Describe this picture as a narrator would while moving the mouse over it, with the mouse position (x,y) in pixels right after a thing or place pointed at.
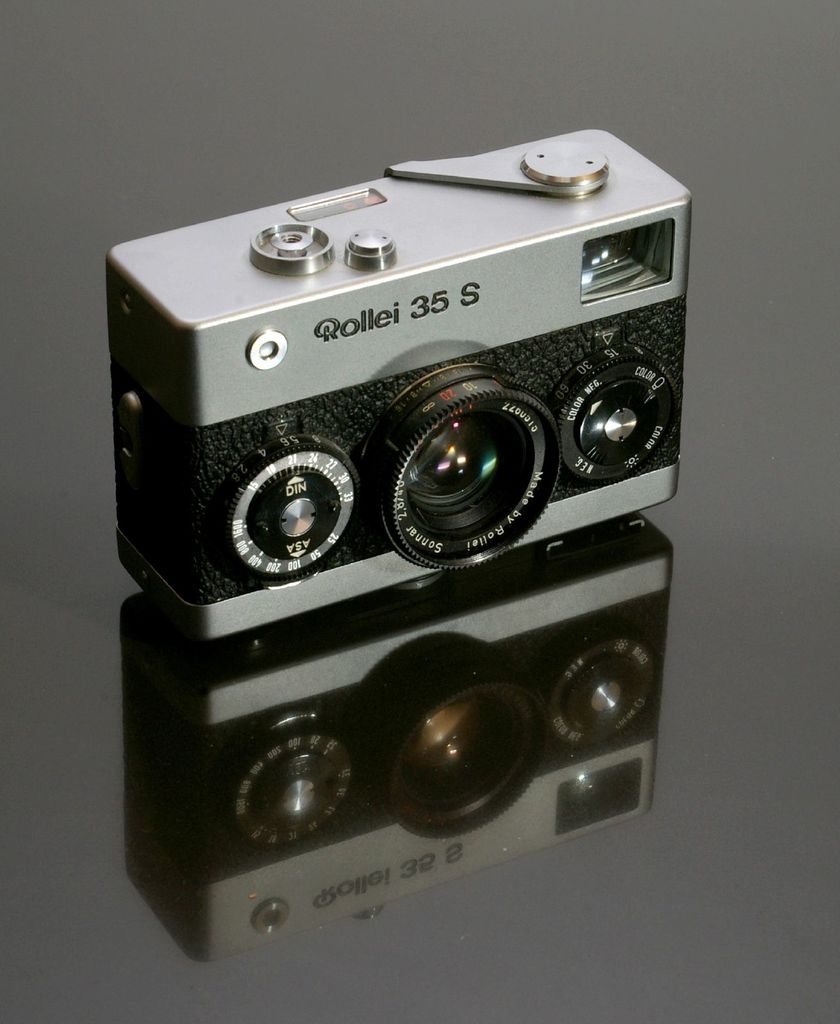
In the picture I can see the camera (636,192) and looks like the camera (451,199) is placed on the glass table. I can see the reflection (311,647) of the camera (522,258) at the bottom of the picture (187,820).
